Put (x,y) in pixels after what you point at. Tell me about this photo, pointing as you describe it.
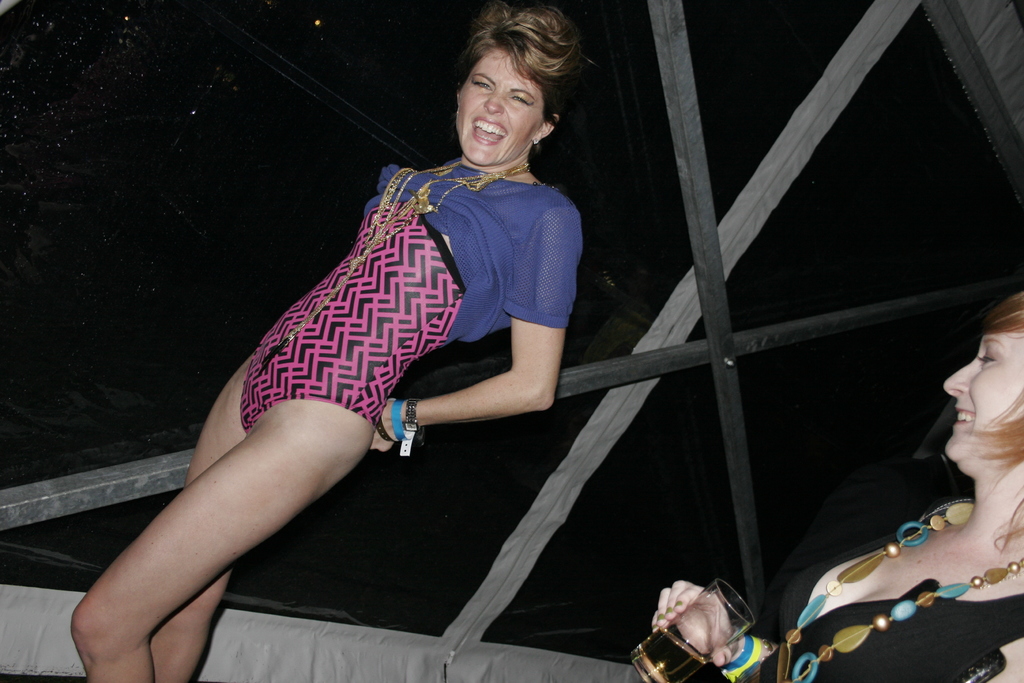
In this picture there is a woman (334,368) standing and shouting. At the back (157,494) there are rods (646,340). On the right side of the image (851,661) there is a woman (919,623) standing and smiling and she is holding the glass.
